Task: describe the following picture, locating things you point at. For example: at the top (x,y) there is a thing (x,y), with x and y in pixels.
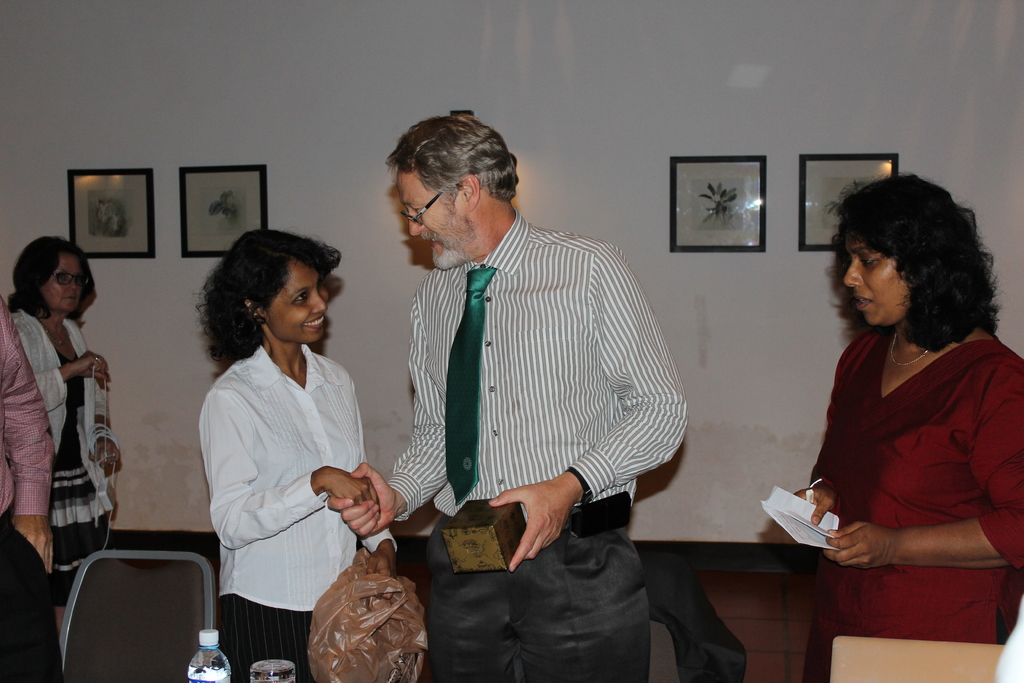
This picture is clicked inside. On the right (859,336) there is a woman (888,411) wearing red color dress (932,514), holding a paper (791,511) and standing on the ground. In the center (450,274) there is a man (520,275) wearing white color shirt (538,305), green color tie (478,453), holding a box (471,542) and standing on the ground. On the left (307,342) there are two women (232,356) standing on the ground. In the foreground (253,679) we can see a water bottle (206,662), glass (266,667) and a chair (173,576). In the background (182,182) there are some picture frames (195,183) hanging on the wall (620,153).
